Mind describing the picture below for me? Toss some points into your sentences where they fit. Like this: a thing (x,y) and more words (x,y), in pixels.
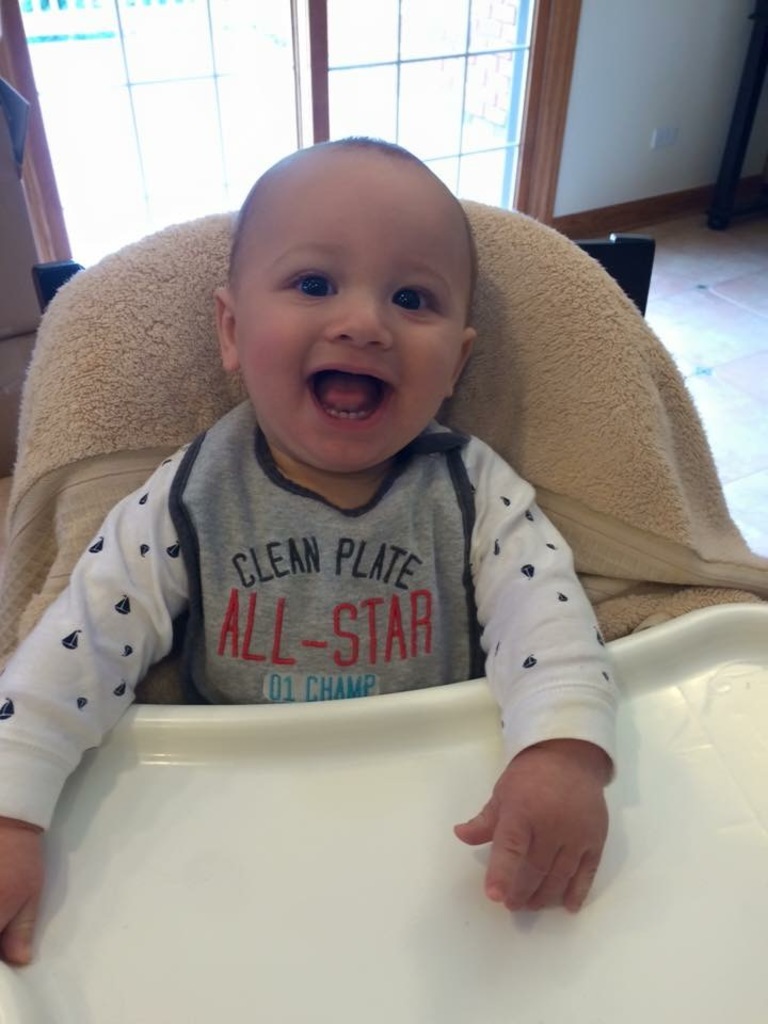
In the picture I can see a baby (480,488) sitting on the chair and there is a smile on the face (404,319). It is looking like a plastic serving plate (627,823) at the bottom of the picture (708,910). In the background (334,60), I can see the glass window (415,82). I can see a towel (583,336) on the chair (572,332).
